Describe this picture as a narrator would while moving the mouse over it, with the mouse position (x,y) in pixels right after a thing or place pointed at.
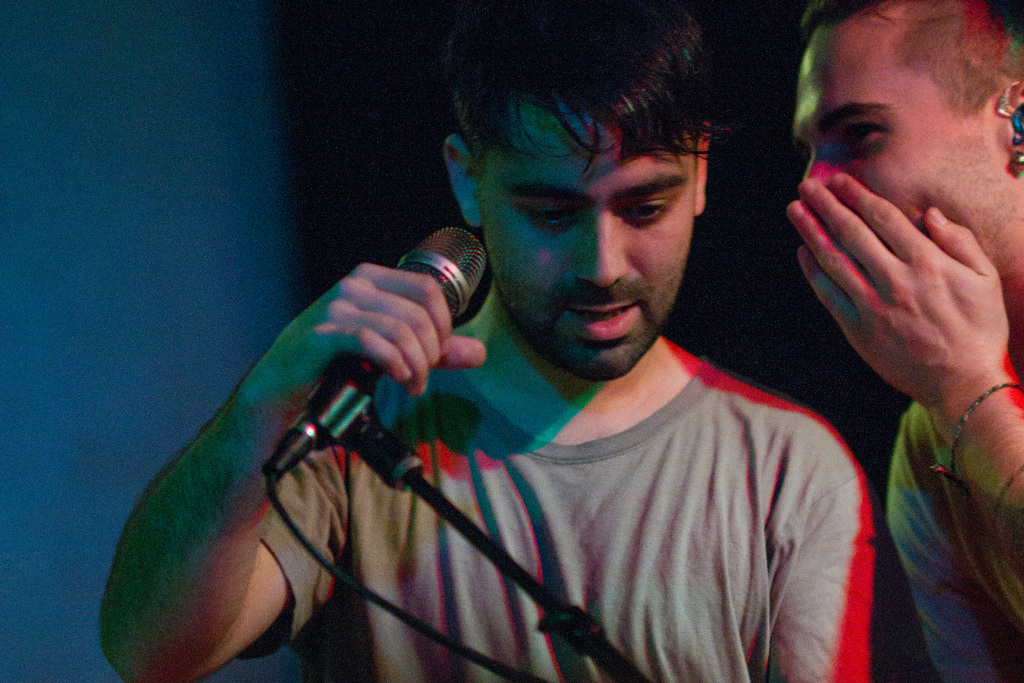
In this image we can see this person (626,516) is holding a mic (372,381) with his hand (411,350) and this person (940,334) is covering his face (924,213) with his hand (930,252).
